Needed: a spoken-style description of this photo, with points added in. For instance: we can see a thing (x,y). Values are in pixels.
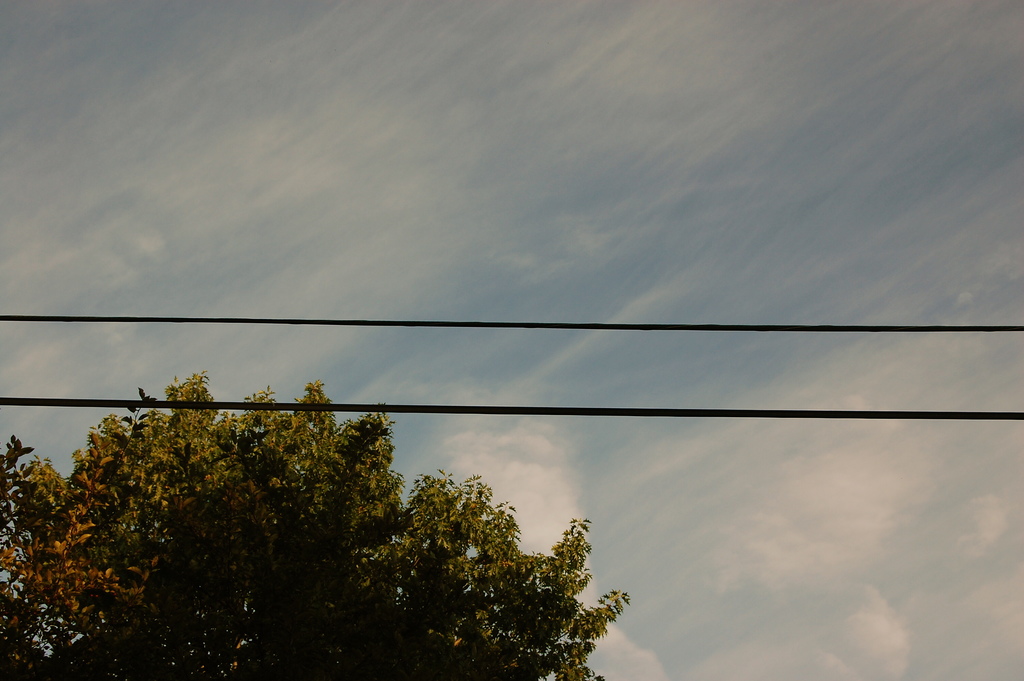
In this image we can see two wires (552,325). In the background (672,361), we can see the sky (810,441) with clouds (657,498). At the bottom of the image (344,601), we can see a tree (213,615).
